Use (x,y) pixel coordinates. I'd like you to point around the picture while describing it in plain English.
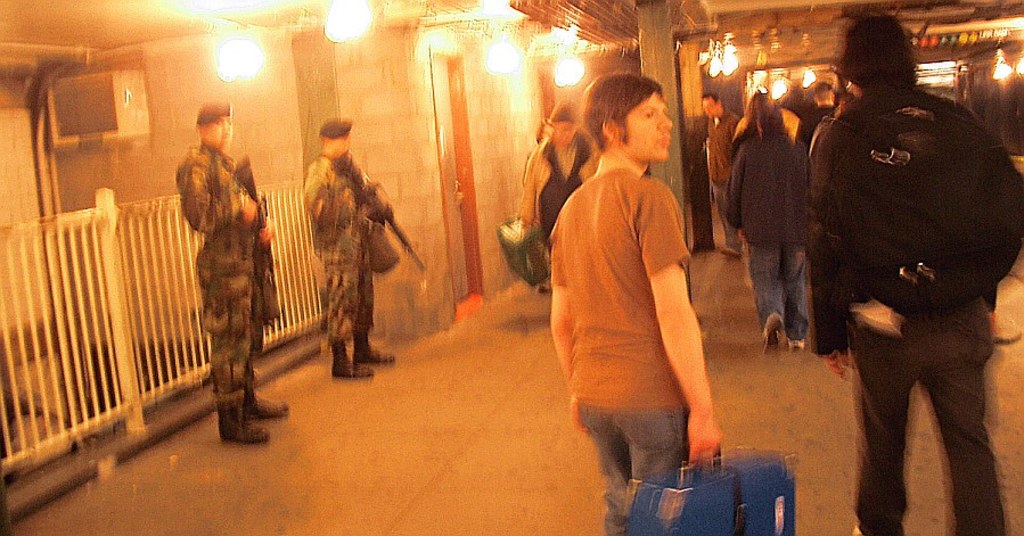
In this image I can see few persons (829,134) walking. On the left (341,268) there are two persons (338,149) holding a gun (249,186). At the top (230,68) there are lights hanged to the roof (778,29).
